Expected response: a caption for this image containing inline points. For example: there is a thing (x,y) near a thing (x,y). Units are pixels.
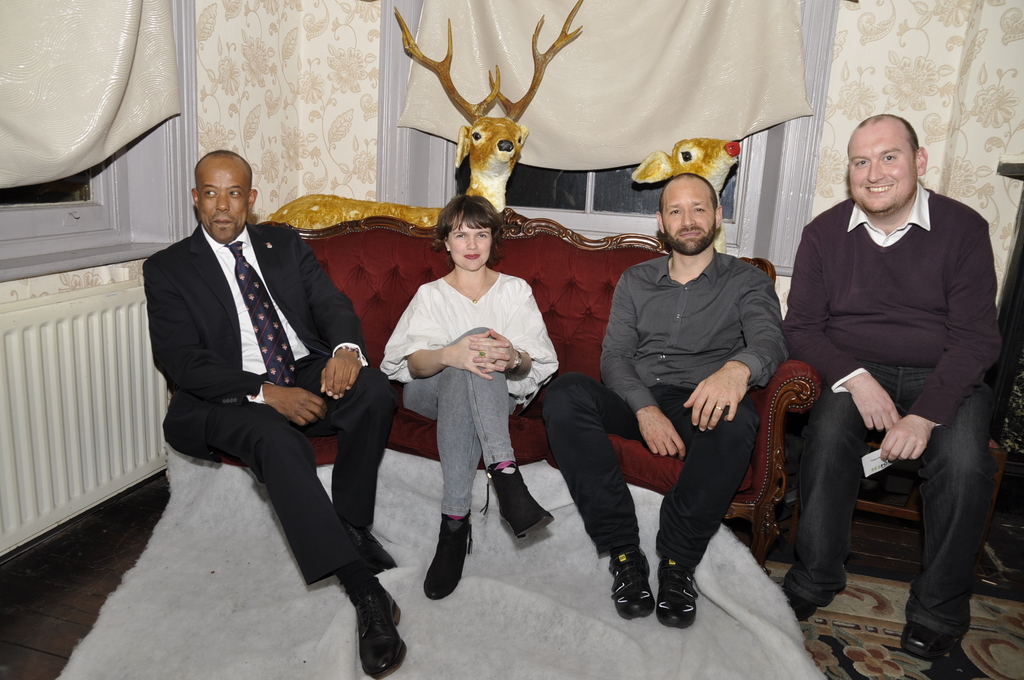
In this image we can see four persons (713,376) sitting on the seats (542,407), one person (919,459) is holding a card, there is a cloth (407,605), behind them there are dolls of deer (464,145), windows (445,155), curtains (633,147), also we can see the walls (885,108).
